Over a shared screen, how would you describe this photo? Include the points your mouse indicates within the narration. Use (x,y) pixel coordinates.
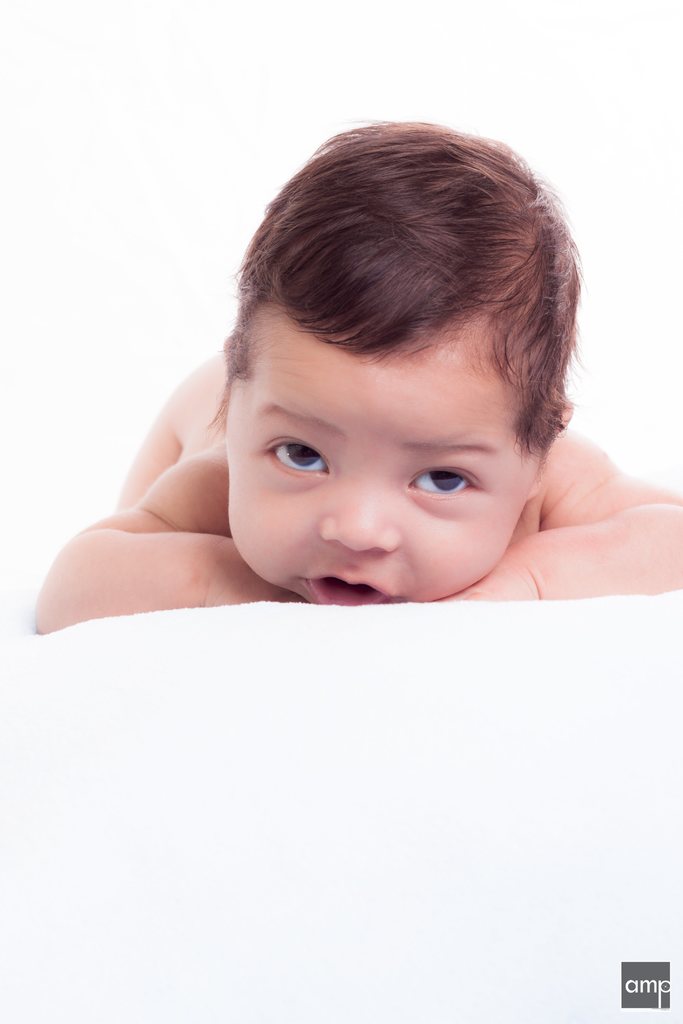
In this image I can see a kid (397,561) lying on something.
